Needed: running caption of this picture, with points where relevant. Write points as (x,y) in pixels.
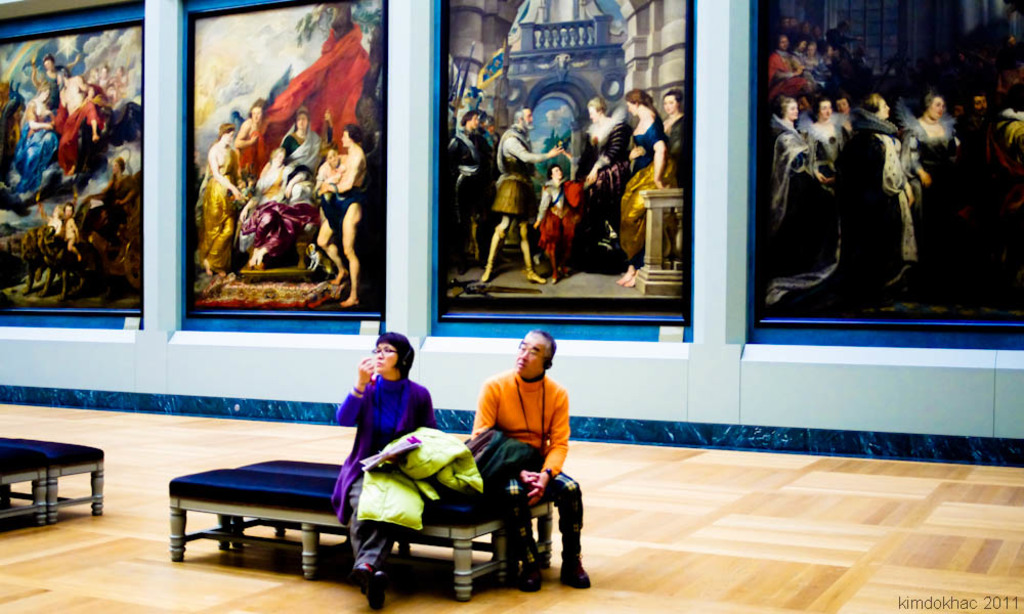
In this image i can see a woman (342,485) and the man (524,539) sitting on the bench (283,504). In the background (167,345) i can see the wall (201,358) and few photos (346,24) inscribed in the wall (214,357).
